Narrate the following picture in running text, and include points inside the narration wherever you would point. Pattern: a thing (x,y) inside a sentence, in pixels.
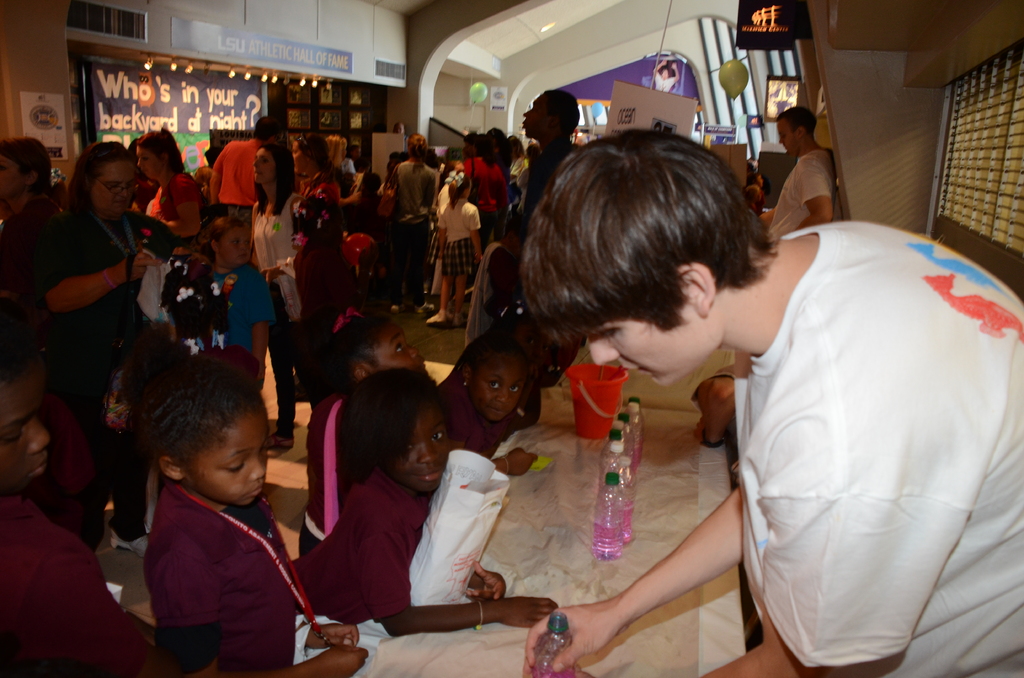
Here people (258,221) are standing, this is cover (462,526) and bucket (580,400), here there are bottles (613,489), there is poster (320,54) on the wall (347,51).
